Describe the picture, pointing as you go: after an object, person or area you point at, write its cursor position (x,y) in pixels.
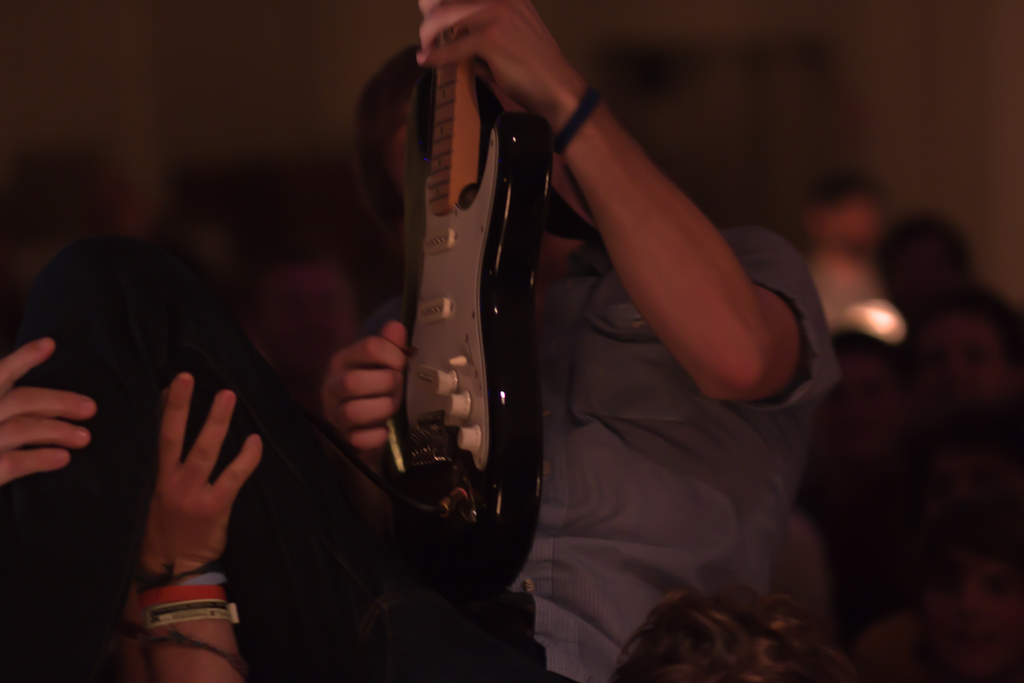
In this image there is a person (10,448) lifting the other person (346,636) and he is holding the guitar (428,361). Behind him there are a few other people (848,225). In the background of the image (906,157) there is a wall (971,83).
